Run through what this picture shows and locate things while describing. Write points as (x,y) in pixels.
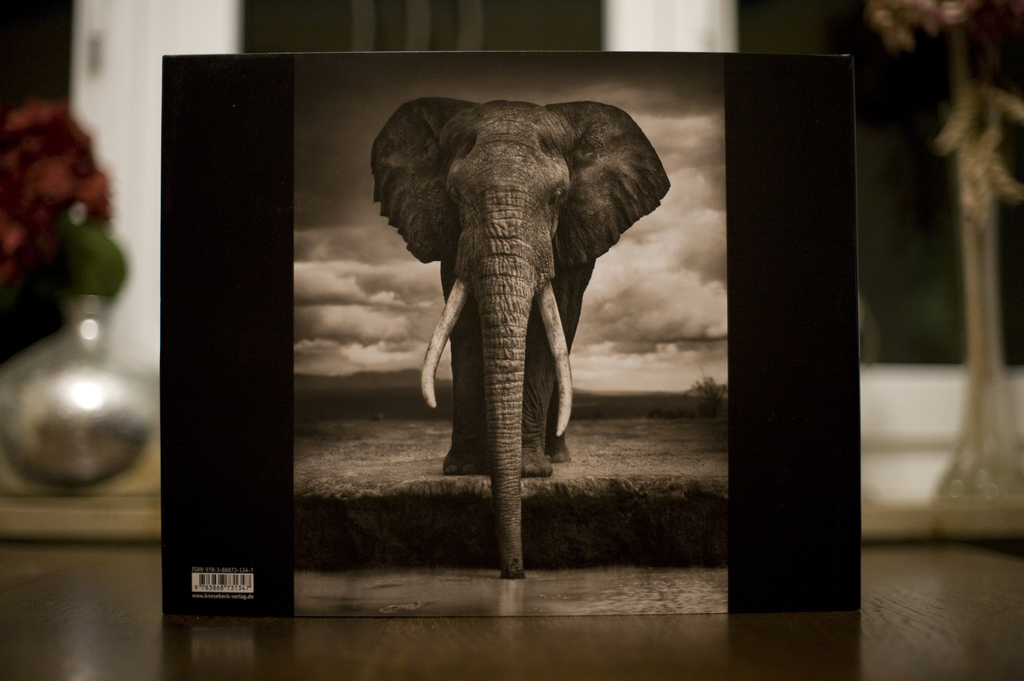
In this picture I can see there is a elephant (493,381) drinking water (525,592) from the lake (538,608), in front of it. It is standing on the ground (399,485) and this is a book cover (444,449) and there is a bar code (233,584) on the cover (215,566). The book (215,567) is placed on a table (166,655) and there are flower vases (47,368) in the backdrop (48,144) and there is a wall (689,48).
